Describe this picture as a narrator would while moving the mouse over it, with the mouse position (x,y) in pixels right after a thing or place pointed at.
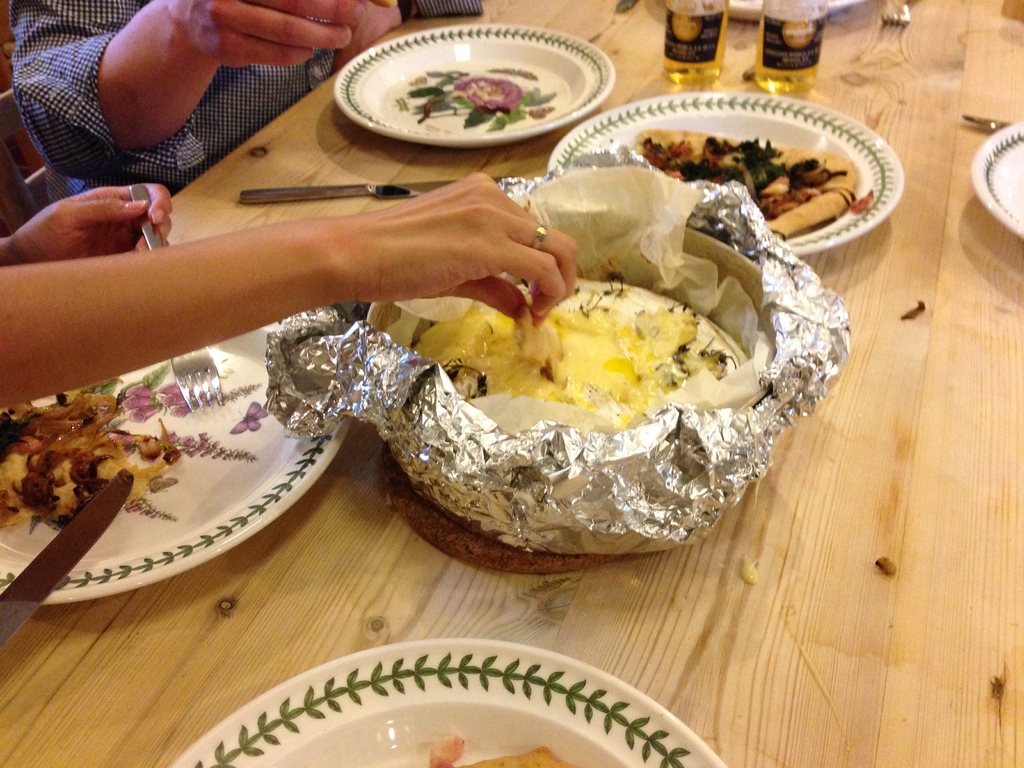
This image is taken indoors. At the bottom of the image (858,626) there is a table (831,543) with a few plates (474,121), a knife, two bottles (820,32) and a bowl (585,442) with a food item (610,425) on it and there are pizza slices (785,162) on the plate (425,718). On the left side of the image (157,97) two persons (58,154) are sitting on the chairs (15,217) and a person (75,273) is holding a fork (144,232) and food (553,331) in the hands (123,204).
